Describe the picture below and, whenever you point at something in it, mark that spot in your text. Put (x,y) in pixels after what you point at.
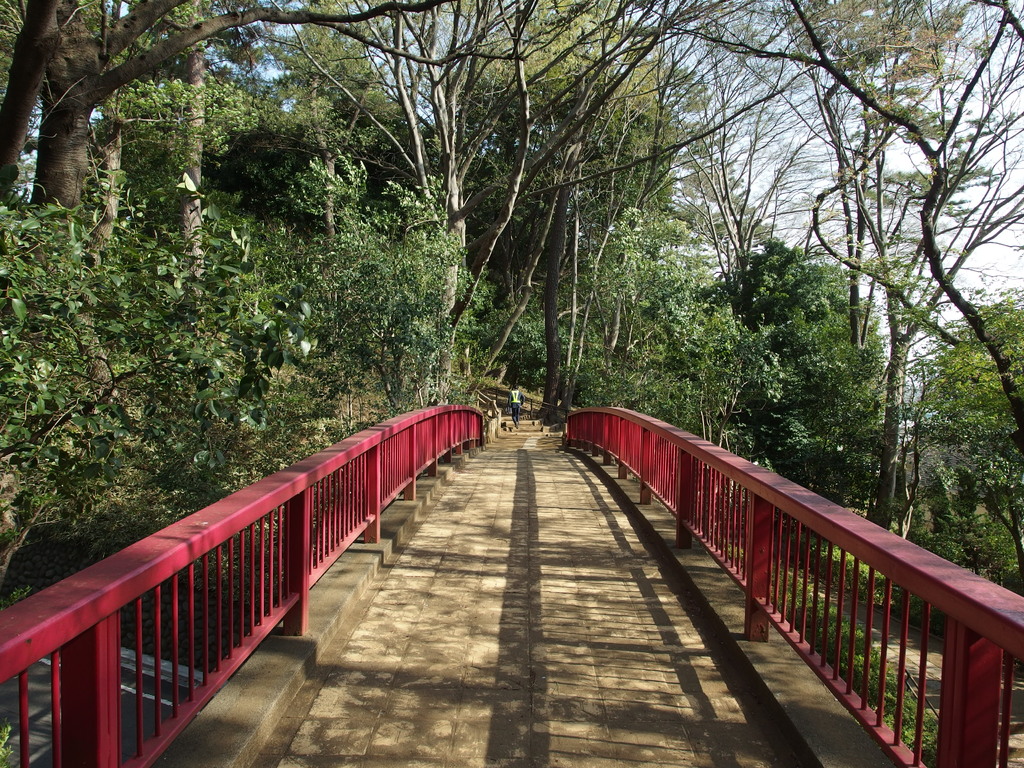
In the center of the image (388,500), we can see a bridge (420,508) and there is a person (515,399). In the background (497,199), there are trees (123,357) and we can see a road (38,686).
